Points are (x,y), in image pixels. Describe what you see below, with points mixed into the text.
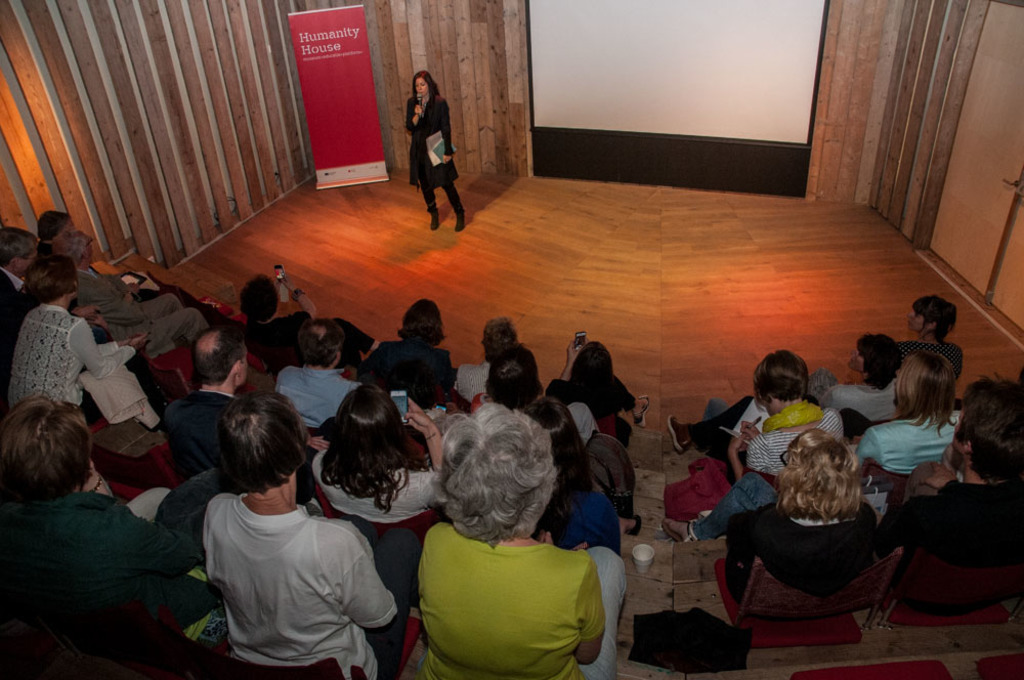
In this picture we can see some people (215,409) sitting on chairs (131,456) here, we can see a woman (437,130) standing and holding a microphone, there is a hoarding (362,126) here, we can see a screen (673,42) here, this person (778,443) is writing something, we can see a cup (638,551) here.
